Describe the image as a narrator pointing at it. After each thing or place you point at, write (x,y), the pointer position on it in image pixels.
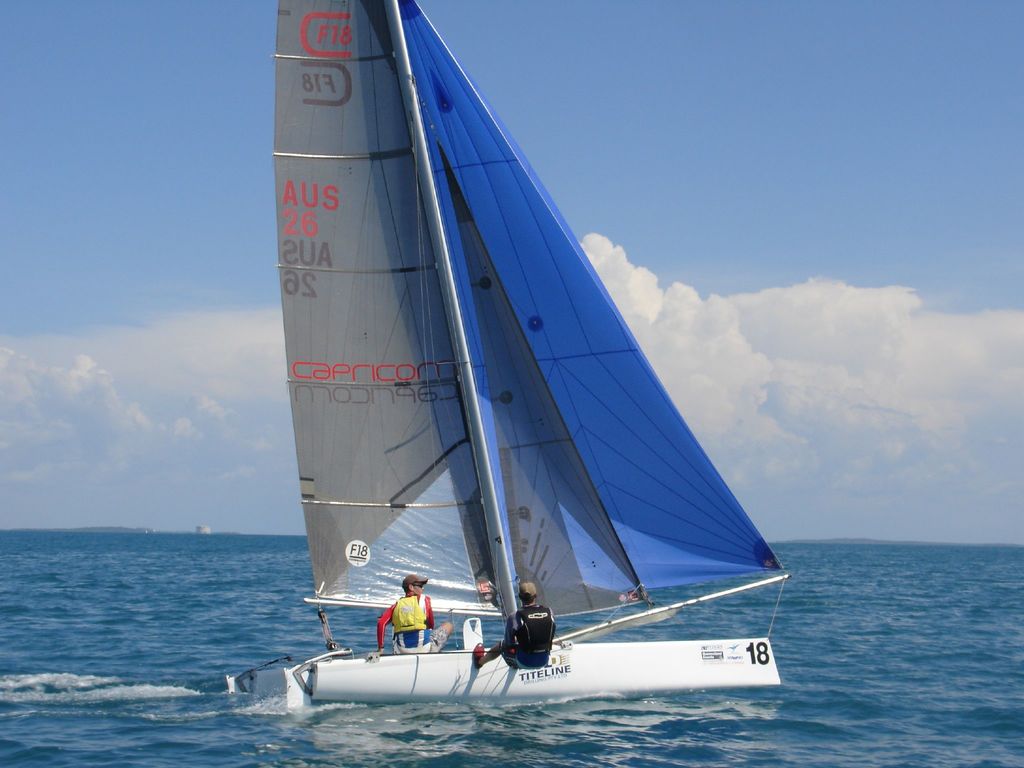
As we can see in the image there are two people (429,631) on boat (458,669). There is water (99,587), sky (83,316) and clouds (862,301).
